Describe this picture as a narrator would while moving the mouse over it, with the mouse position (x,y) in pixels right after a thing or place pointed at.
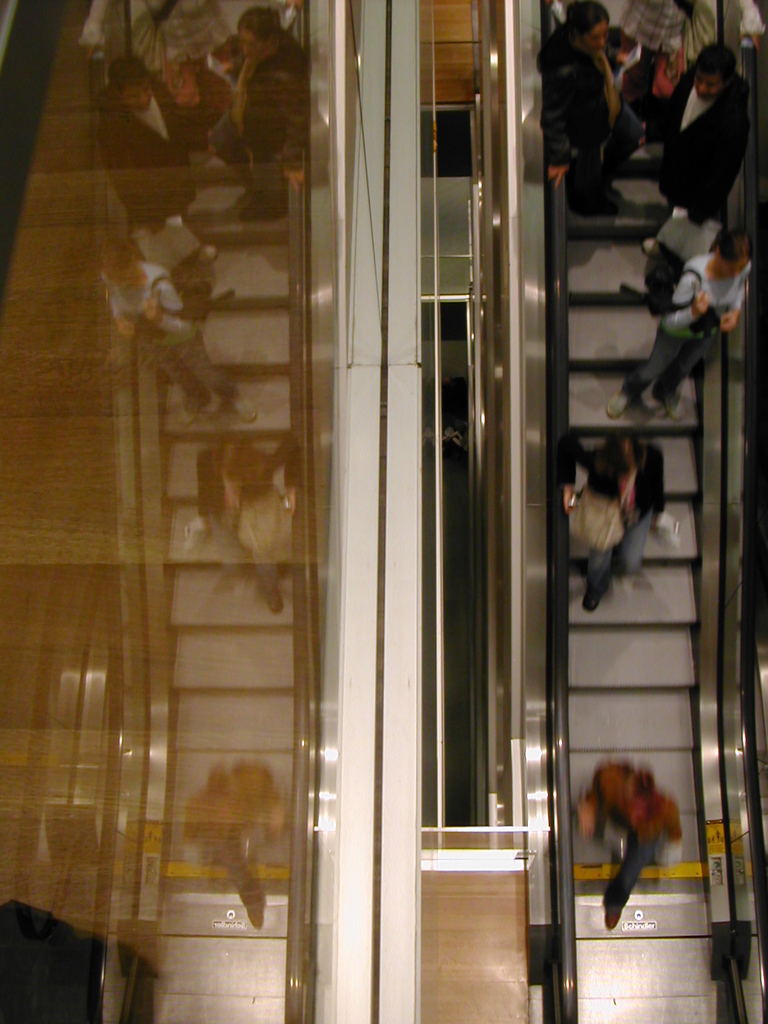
In this image we can see a few people (543,63) standing on the escalator (574,410), some of them are holding bags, also we can see those reflections (220,402) in the mirror (206,341).
